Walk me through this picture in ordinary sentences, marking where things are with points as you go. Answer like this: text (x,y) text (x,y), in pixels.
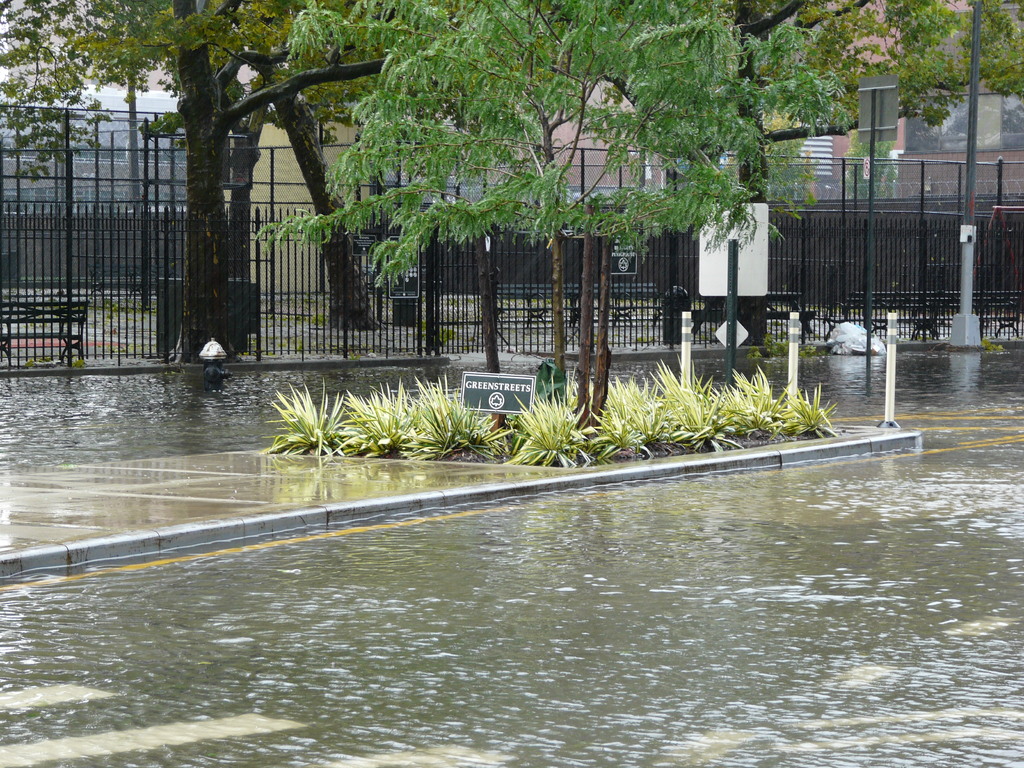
In this image I can see there are some plants (542,406), trees (628,2) and board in the middle (422,438), around that there is so much water (209,756) on the road (209,756), at the back (248,236) there is fence (230,236), building (264,236) and other plants (207,241).
